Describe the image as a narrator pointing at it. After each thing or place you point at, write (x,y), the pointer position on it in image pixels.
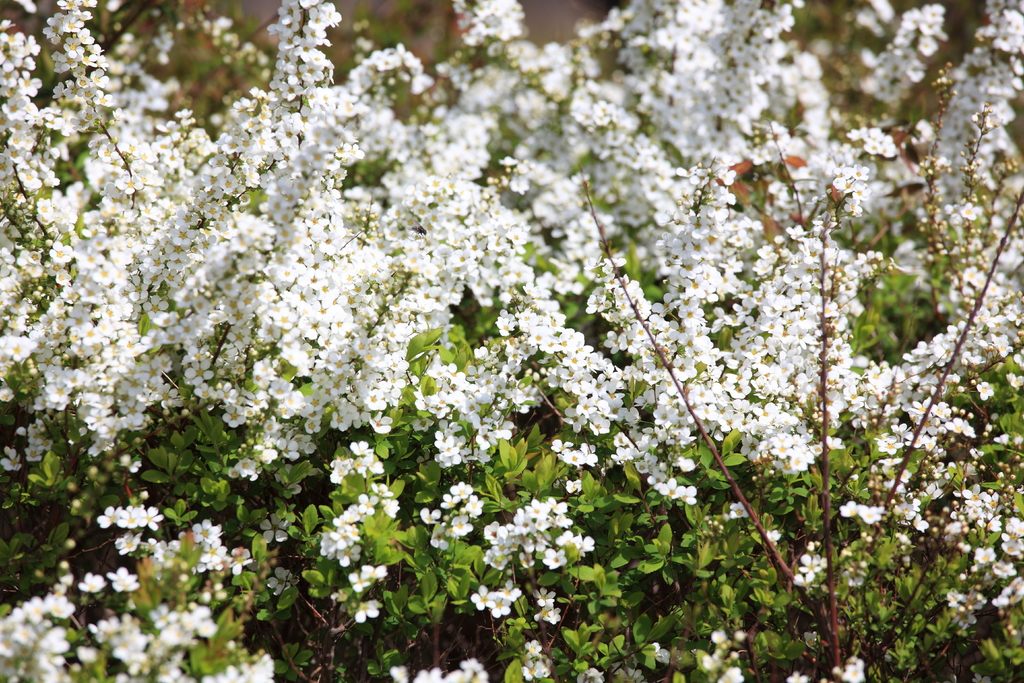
In this image we can see there are flower plants (548,395).
